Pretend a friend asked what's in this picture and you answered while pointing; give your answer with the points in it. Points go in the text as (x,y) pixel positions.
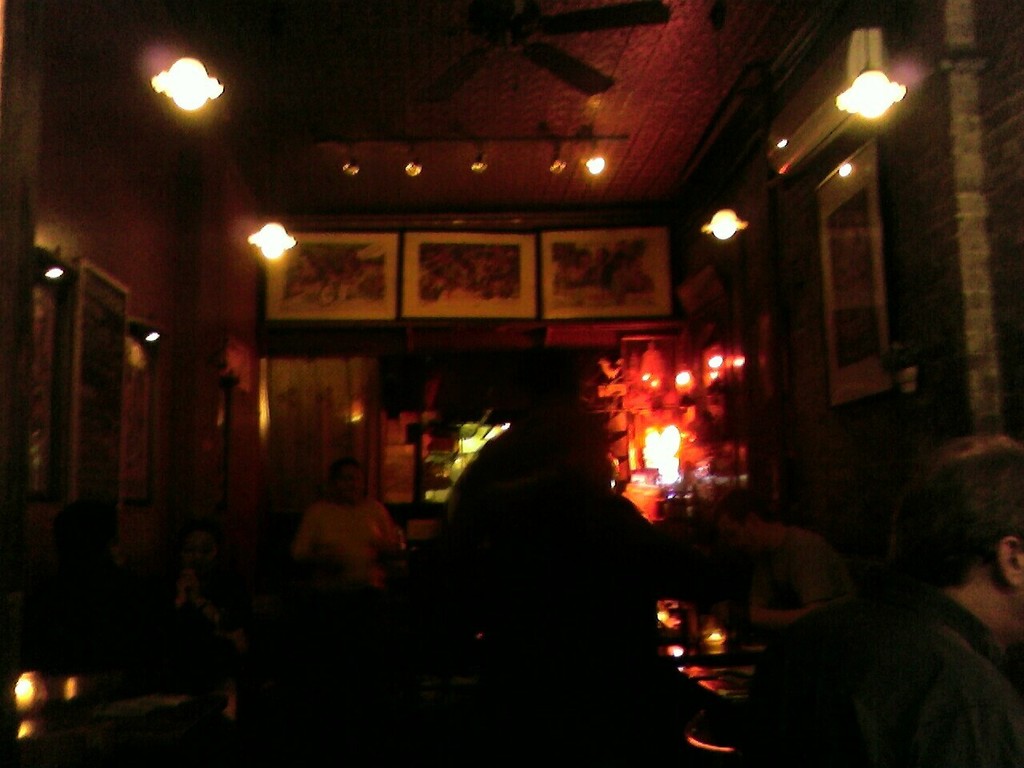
This picture shows the inner view of a building (637,66). There are some lights (602,138), one fan (569,64) attached to the ceiling (477,104). There are some photo frames (851,307), one AC (819,130), some lights (886,100) and some objects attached to the wall (222,228). One curtain (333,400) attached to the door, some objects (693,666) are on the surface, some light lamps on the table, some people (937,682) are sitting on the chairs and some objects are on the table (39,719).
